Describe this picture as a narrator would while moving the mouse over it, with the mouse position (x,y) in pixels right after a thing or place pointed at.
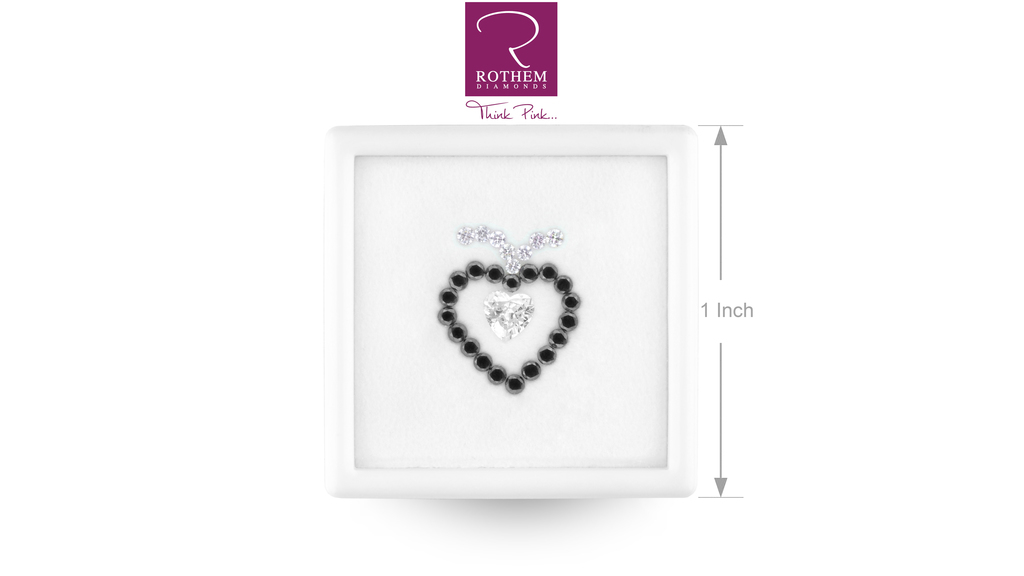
In the middle of the picture (494,271), we see a heart shaped symbol (512,385) is in black color. This might be a photo frame (482,440). Beside that, we see text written as "1 inch". In the background (248,376), it is white in color. At the top (476,31), it is in pink color and we see some text (501,55) written on it.
